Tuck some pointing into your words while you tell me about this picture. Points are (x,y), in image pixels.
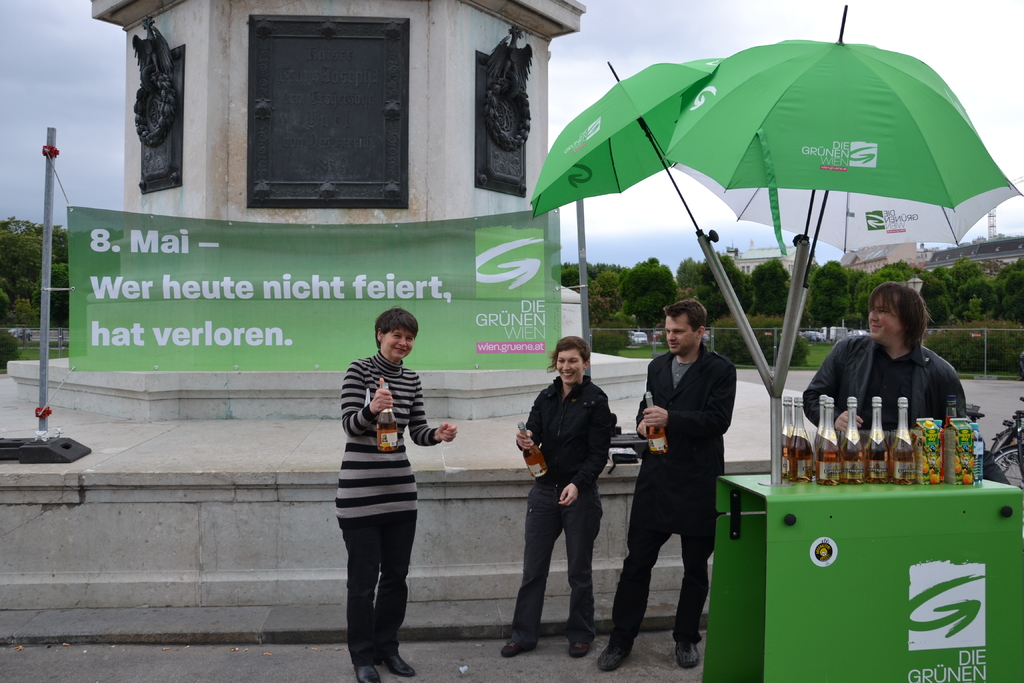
In the picture I can see a metal table (1004,600) on the right side (1005,666) and I can see the glass bottles (885,449) on the table (898,499). I can see the umbrellas (833,238). I can see a few persons (528,445) standing on the floor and they are holding the glass bottle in their hands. In the background (282,245), I can see the banner (346,272), buildings (754,260) and trees (727,321). There are clouds (616,63) in the sky (596,70).
